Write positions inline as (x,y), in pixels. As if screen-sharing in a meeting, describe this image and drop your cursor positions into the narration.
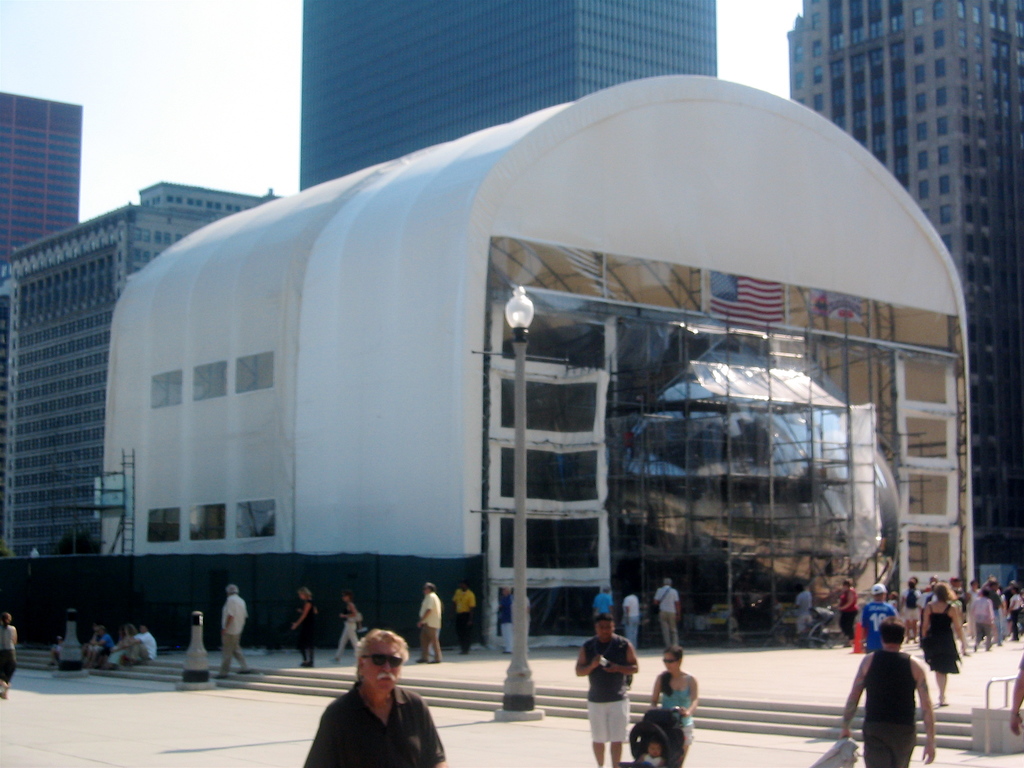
In this image we can see a group of buildings (487,263). In front of the buildings (733,569) we can see a group of persons (400,694), stairs (635,689) and a pole (524,641) with a light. At the top (120,57) we can see the sky (19,21).
